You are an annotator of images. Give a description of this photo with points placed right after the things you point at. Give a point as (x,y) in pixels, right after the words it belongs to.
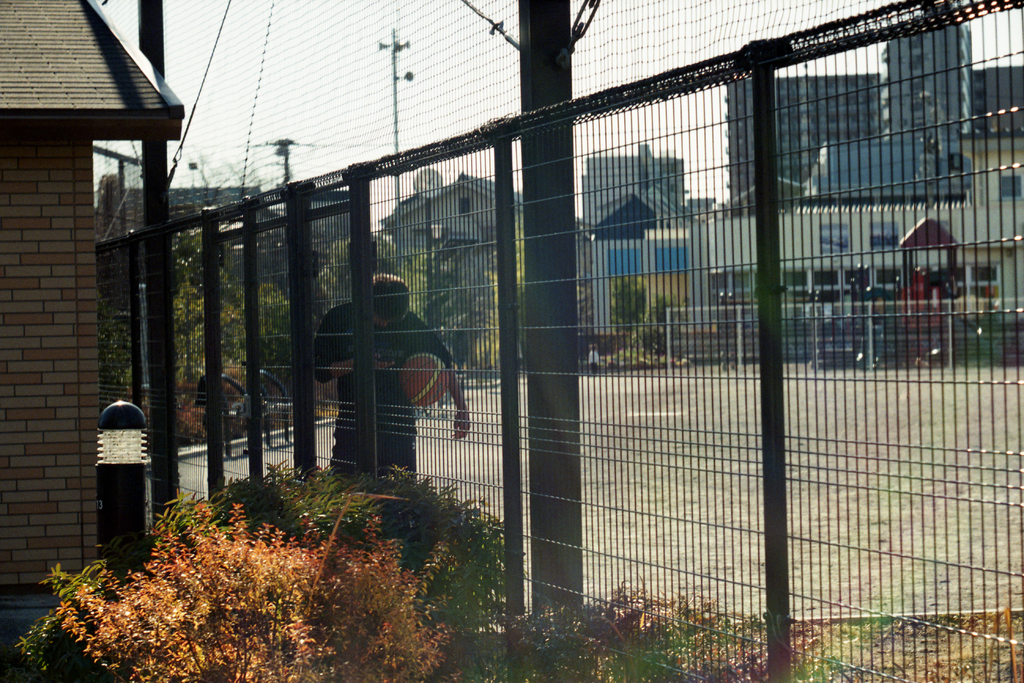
At the bottom of the picture (268,553), we see plants (495,639) and grass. Beside that, we see a fence (658,273) and beside that, we see an electric pole (563,211) and wires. In the middle of the picture (348,443), we see a man (392,358) is standing and he is holding a brown color ball (421,376) in his hand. Behind him, we see vehicles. On the left side (120,511), we see a pole (112,484) and buildings (68,370). There are trees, buildings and electric poles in the background (788,242).
